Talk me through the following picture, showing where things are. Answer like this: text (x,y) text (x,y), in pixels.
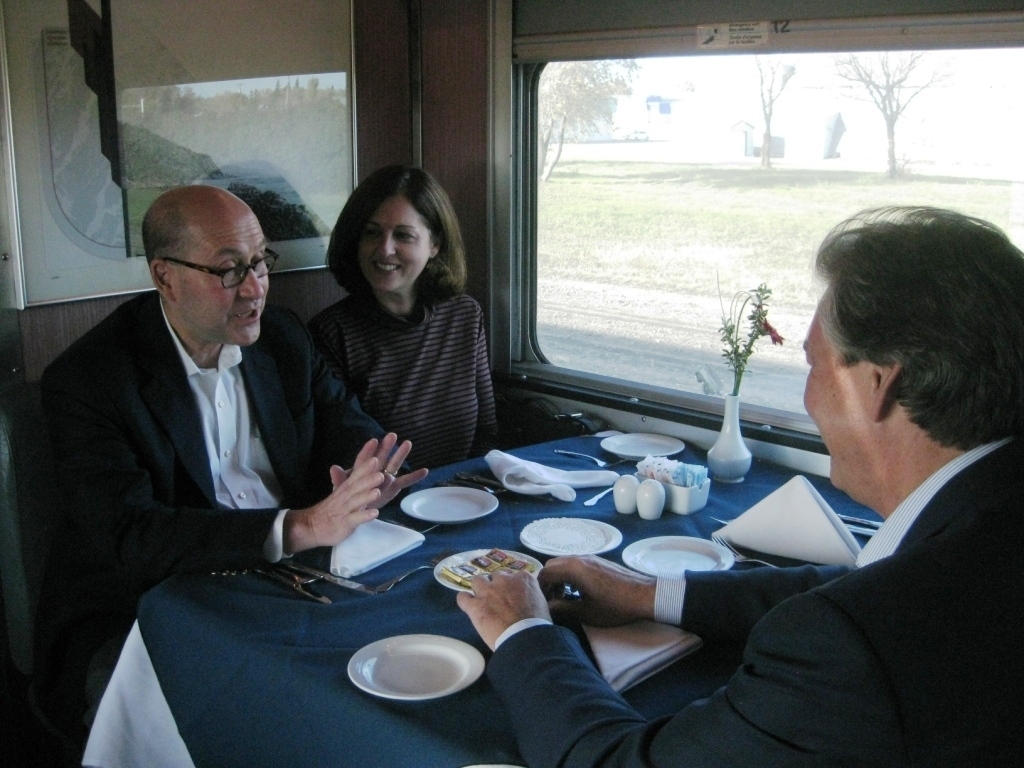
In this image, we can see persons (897,578) wearing clothes (898,624) and sitting in front of the table (359,637) beside the window (778,371). This table (315,653) contains plates (663,546), tissues (768,528) and flower vase (738,474).
